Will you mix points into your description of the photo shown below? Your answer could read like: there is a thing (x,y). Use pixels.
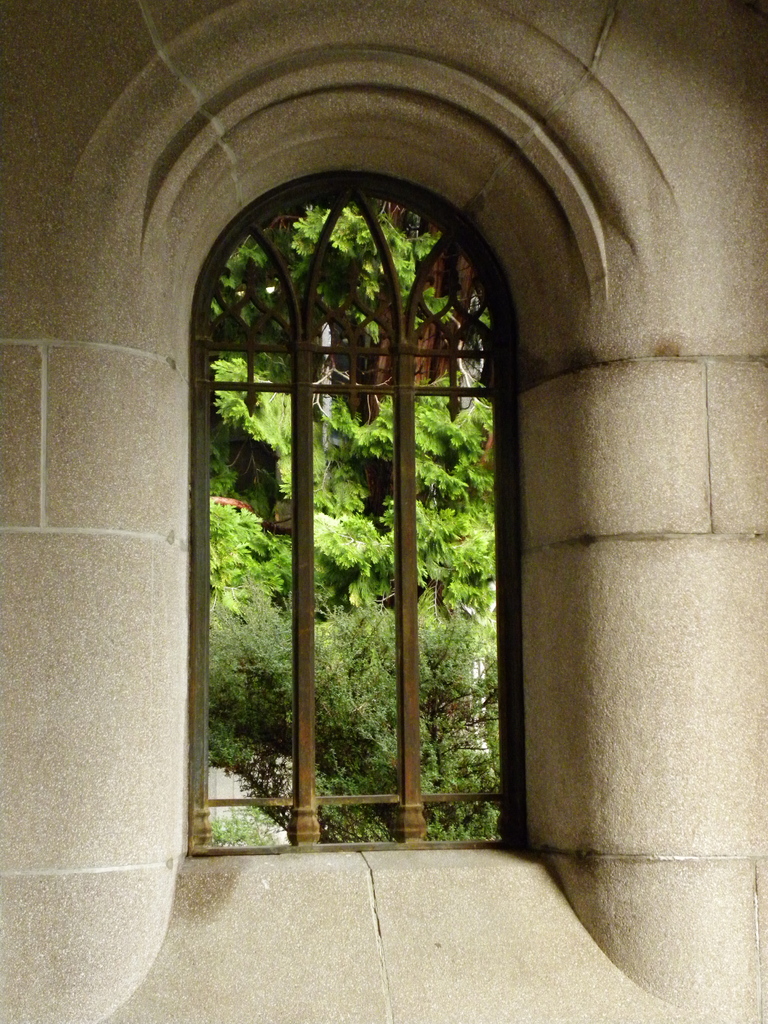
In this picture we can see the wall (214,893), window (335,315) and from window (208,657) we can see trees (485,584).
